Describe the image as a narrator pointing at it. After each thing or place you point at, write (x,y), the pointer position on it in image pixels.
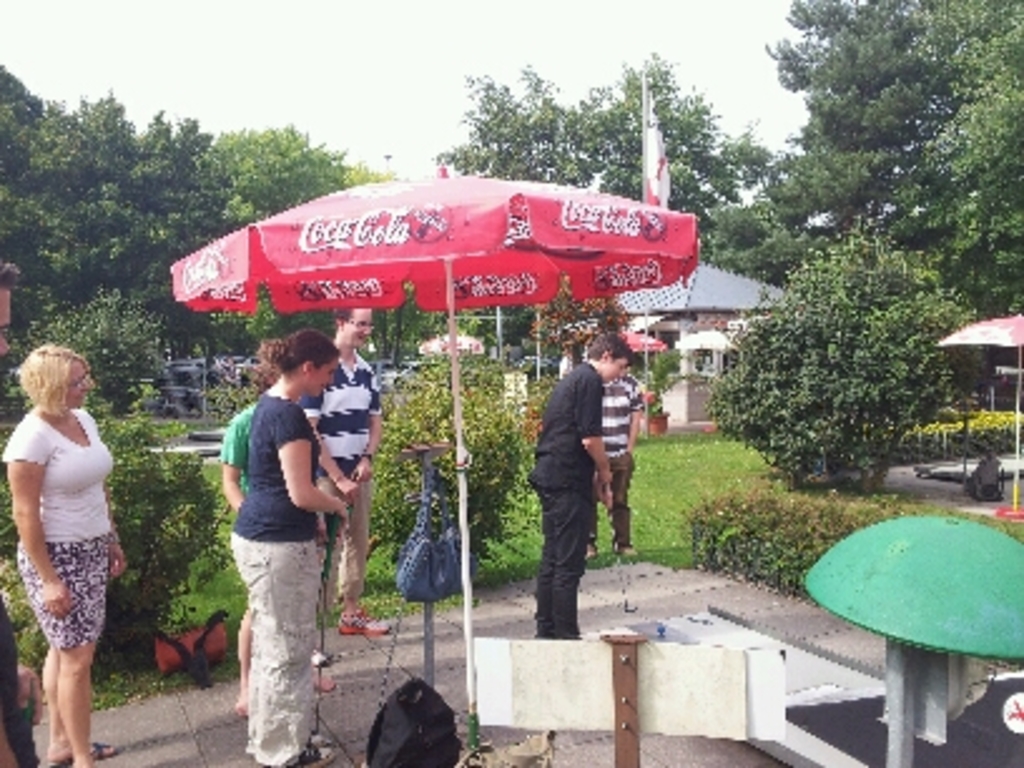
This picture consists of red color tent (600,211), under the tent (210,291) I can see few persons (366,422) and pole (464,536) and bag (440,565) attached to the pole (432,654) and a luggage bag (407,703) kept on floor (347,739) at the bottom (384,719) and I can see there are remaining persons (602,423) standing in front of plants (842,388) and trees (664,90) and houses (702,299) visible in the middle (582,418). in the background (191,361) there are some vehicle (408,363) and at the top (408,65) I can see the sky (364,69) and on the right side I can see tents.
